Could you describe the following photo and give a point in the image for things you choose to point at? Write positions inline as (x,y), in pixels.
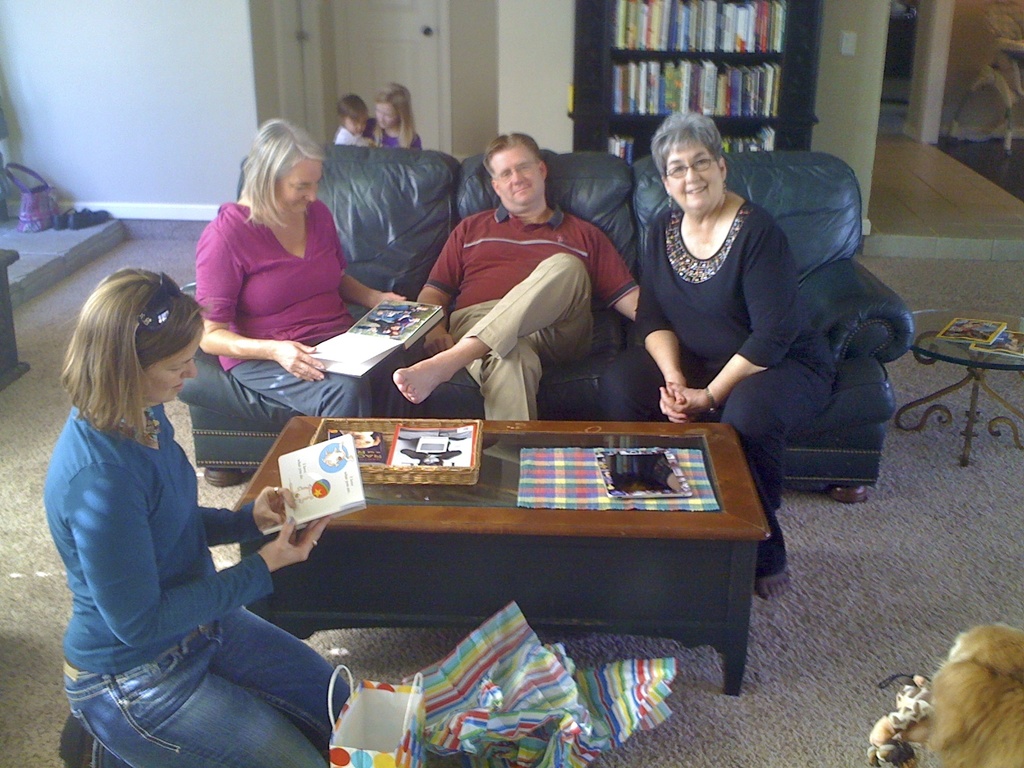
There are three persons (547,224) sitting on the sofa (615,318). To the left (253,222) there is a woman (288,261) wearing a pink T shirt (288,309), track (287,383) and holding a book (367,340). In the bottom left (172,518), there is a woman (163,374) wearing a goggles (165,331), ornament (157,441), blue T shirt (162,555), blue jeans (233,637) and holding a book (324,500). To the right (917,343) there is a table (990,357) and magazines (990,331) on it. There is a table (565,602) before them and having a magazines (445,466) and basket (435,470) on it. In the background (417,70) there is a door (390,36) and a bookshelf (692,34). There are two persons (400,122) behind the sofa (373,159).
